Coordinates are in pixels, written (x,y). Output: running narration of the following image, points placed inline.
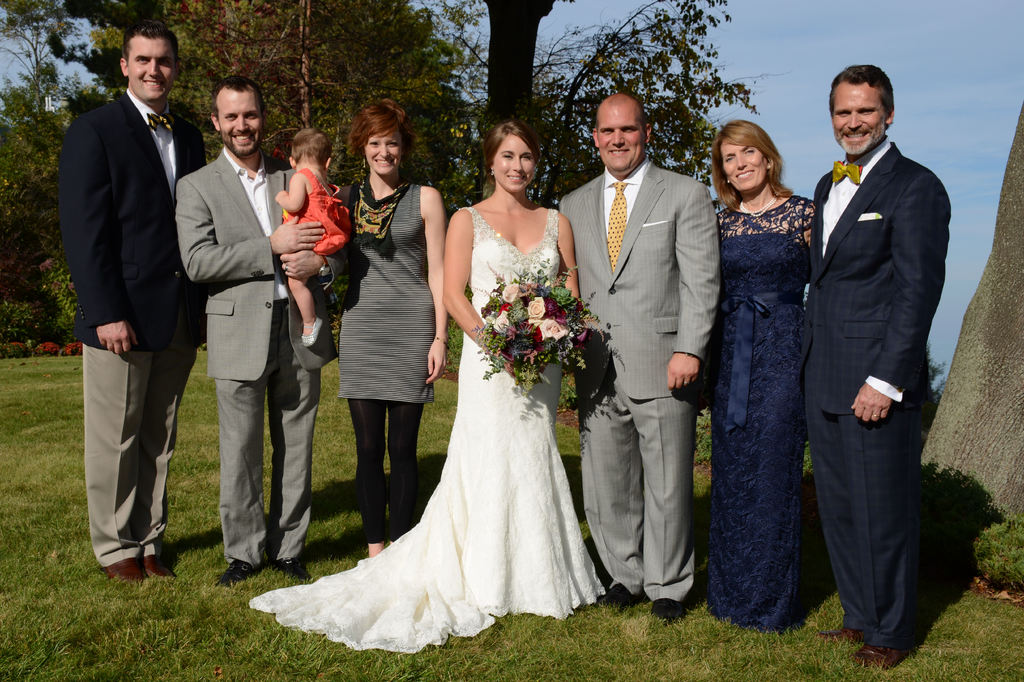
As we can see in the image there are few people (383,324) standing in the front (733,238), grass (60,636) and trees (295,91). On the top (899,14) there is sky (818,7). The woman (499,212) over here is holding a bouquet (499,314).
